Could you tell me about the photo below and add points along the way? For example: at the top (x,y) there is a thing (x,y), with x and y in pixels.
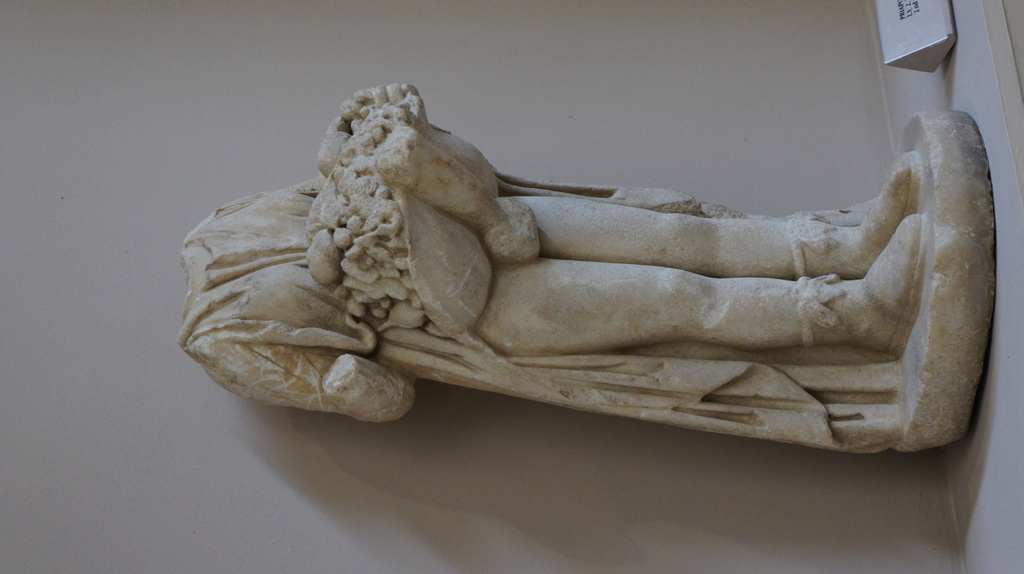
In this image, we can see a sculpture (577,301) in front of the wall (202,163).
